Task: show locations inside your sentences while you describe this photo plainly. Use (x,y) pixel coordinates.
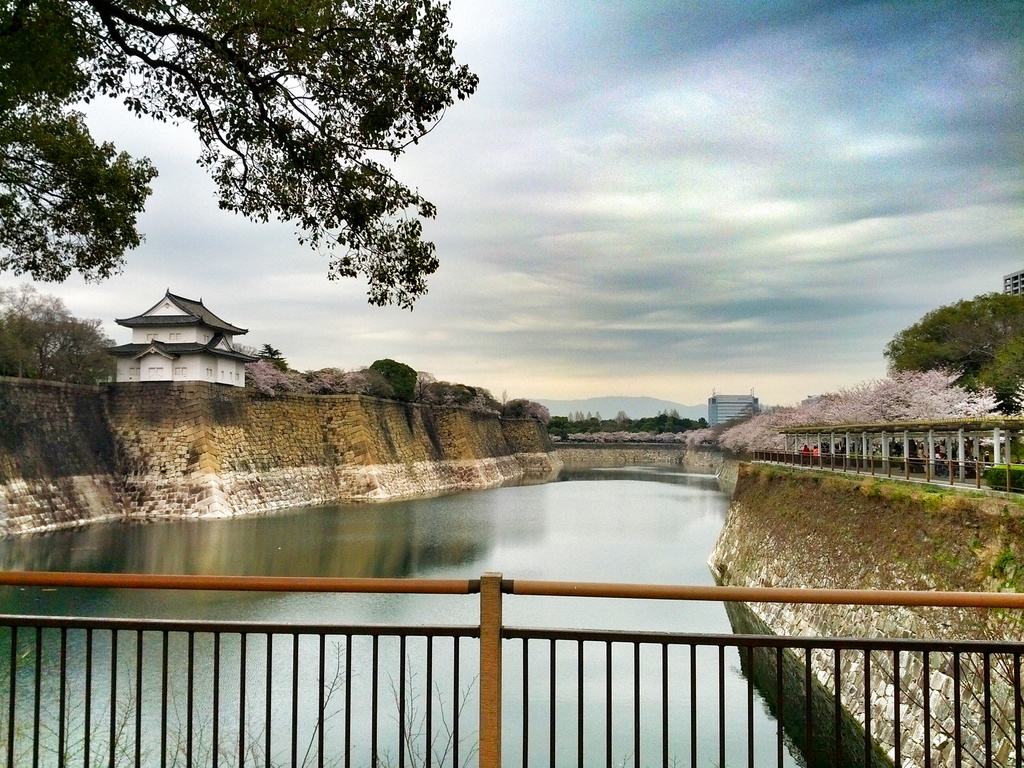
In this picture I can observe a railing (256,588) on the bottom of the picture (397,635). In the middle of the picture (642,488) there is a lake (493,531). On the left side (184,347) it is looking like a house (184,329). I can observe some trees (249,183) in this picture. In the background (665,371) there are some clouds (581,326) in the sky (630,317).
